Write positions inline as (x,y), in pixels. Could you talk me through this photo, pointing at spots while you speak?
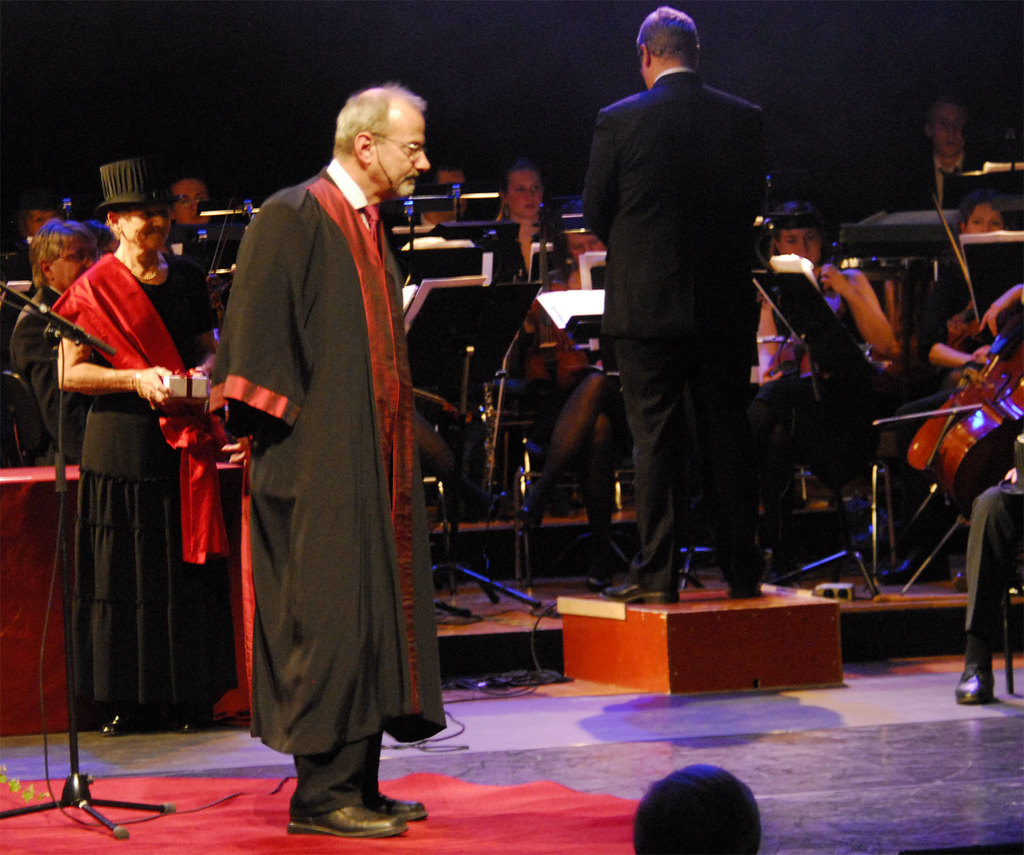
At the bottom of the image (257,807) there is cloth (449,845). On the left side of the image (137,808) there is a stand (8,295) with mic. It is on the cloth (75,808). And also there is a man (377,199) with spectacles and he is standing on the cloth (73,823). And there is a man (653,112) standing on an object (676,619). In front of him there are few people (935,322) sitting and playing musical instruments (978,456). And also there are music note stands (497,305) in front of them. In the image there is a lady (148,424) with a hat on her head (142,230) and she is standing. And there is a dark background (865,70).
